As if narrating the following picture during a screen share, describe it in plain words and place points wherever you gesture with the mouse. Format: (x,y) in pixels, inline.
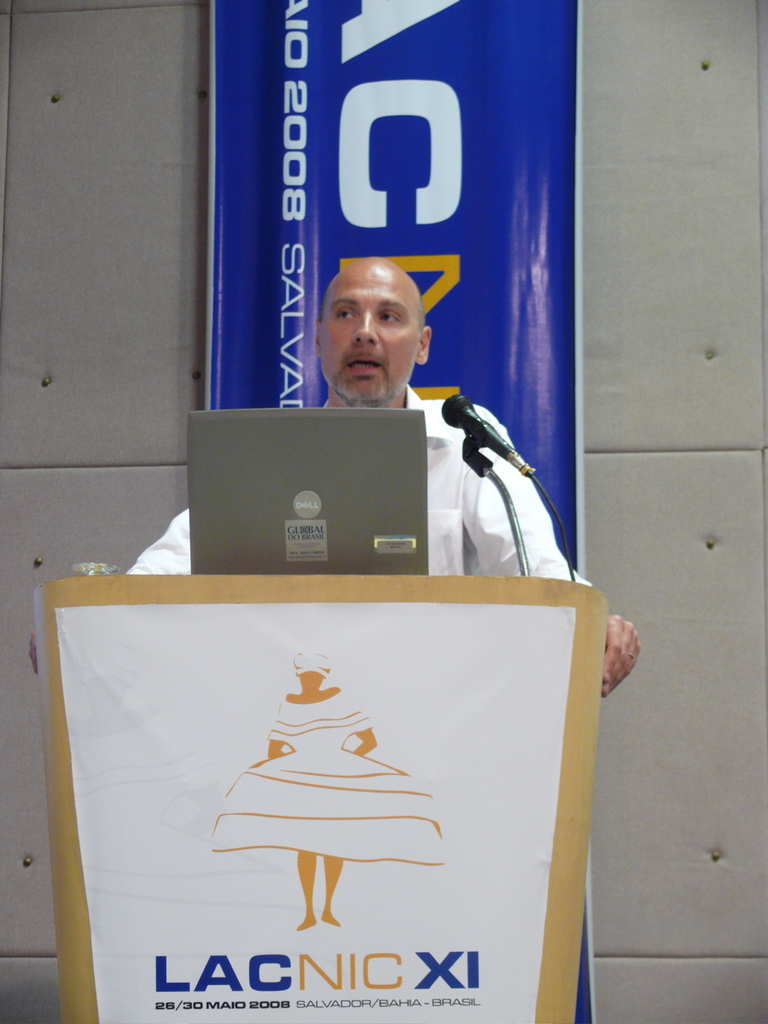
In this image we can see one man (484,532) standing, holding the podium (583,610) and talking. There is one wooden podium (569,604), one object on the podium (592,664), one laptop (415,459) on the podium (141,593), one mike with wire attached to the podium (142,604), one white banner (305,723) with text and image (394,792) attached to the podium (574,687). One blue color banner (534,340) with text (288,315) and numbers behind the man (367,284). It looks like a wall (13,670) with small objects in the background (55,473).
